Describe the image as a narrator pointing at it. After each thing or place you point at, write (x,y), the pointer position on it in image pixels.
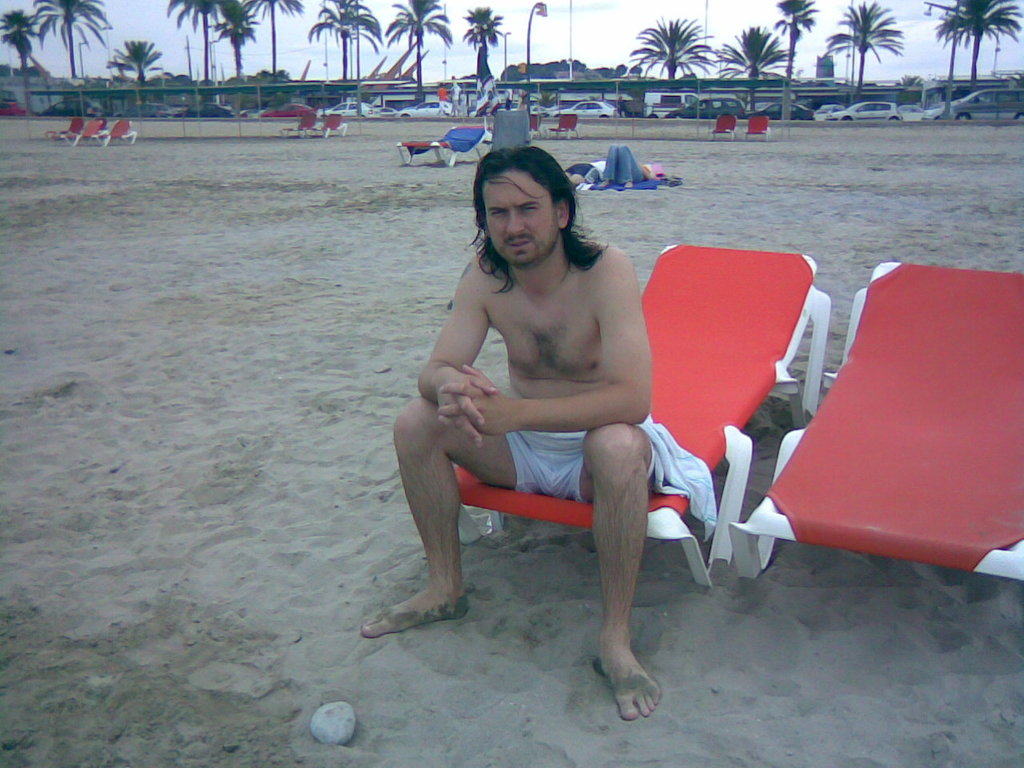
This man (579,333) is sitting on a red chair (706,327). Far there are vehicles (975,105) and trees (25,42).
